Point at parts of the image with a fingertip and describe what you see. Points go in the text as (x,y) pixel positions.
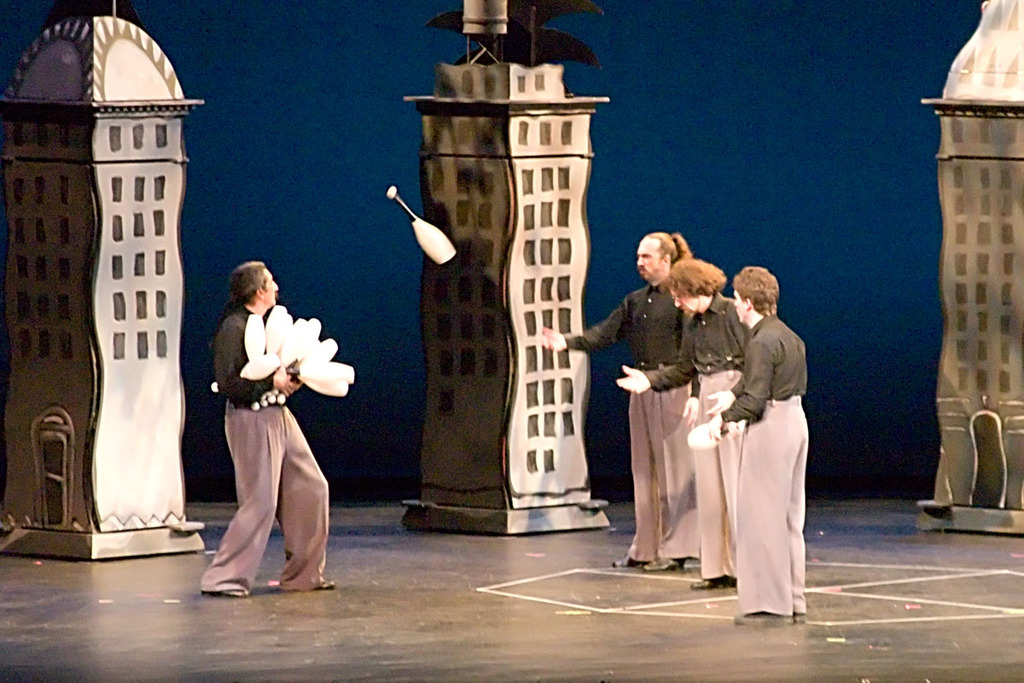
In this image there are a few people (240,313) playing an act on the stage (734,590), one of them is holding some objects (268,372) in his hand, there are a few depictions (107,261) of buildings (1000,281). In the background (618,46) there is the wall (258,179).
